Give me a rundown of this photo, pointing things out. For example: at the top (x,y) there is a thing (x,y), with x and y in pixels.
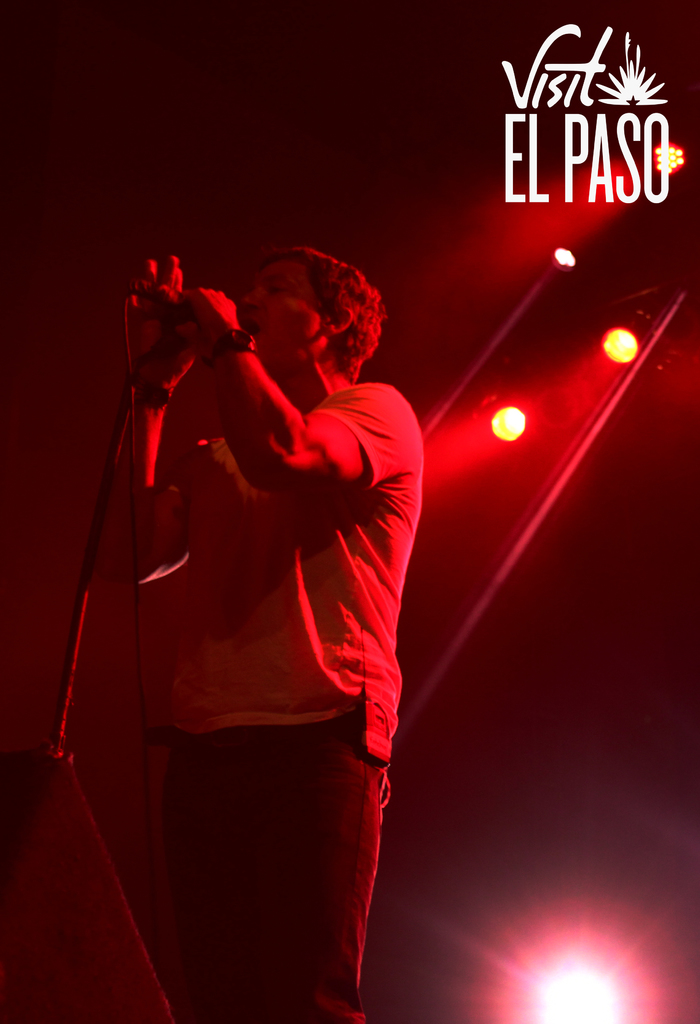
In this picture we can see a person (269,570) standing and holding a mike (174,306), behind we can see some lights (595,959), we can see some text (554,100).
